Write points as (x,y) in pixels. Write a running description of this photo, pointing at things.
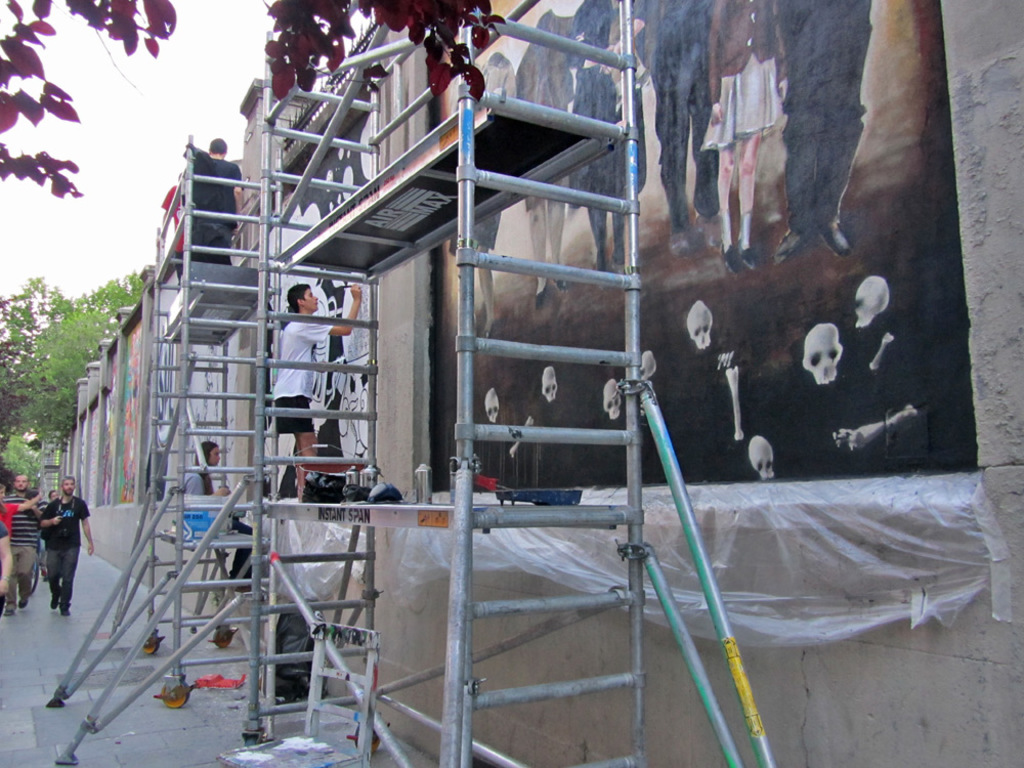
In this image we can see some pictures (603,314) which are painted on the wall (534,456). We can also see a ladder (583,352) with some metal poles (180,435) and some people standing on that. We can also see some containers (363,482) and objects (325,491) on the stand (440,514). On the left side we can see some people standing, a group of trees (72,387) and the sky (41,266).
